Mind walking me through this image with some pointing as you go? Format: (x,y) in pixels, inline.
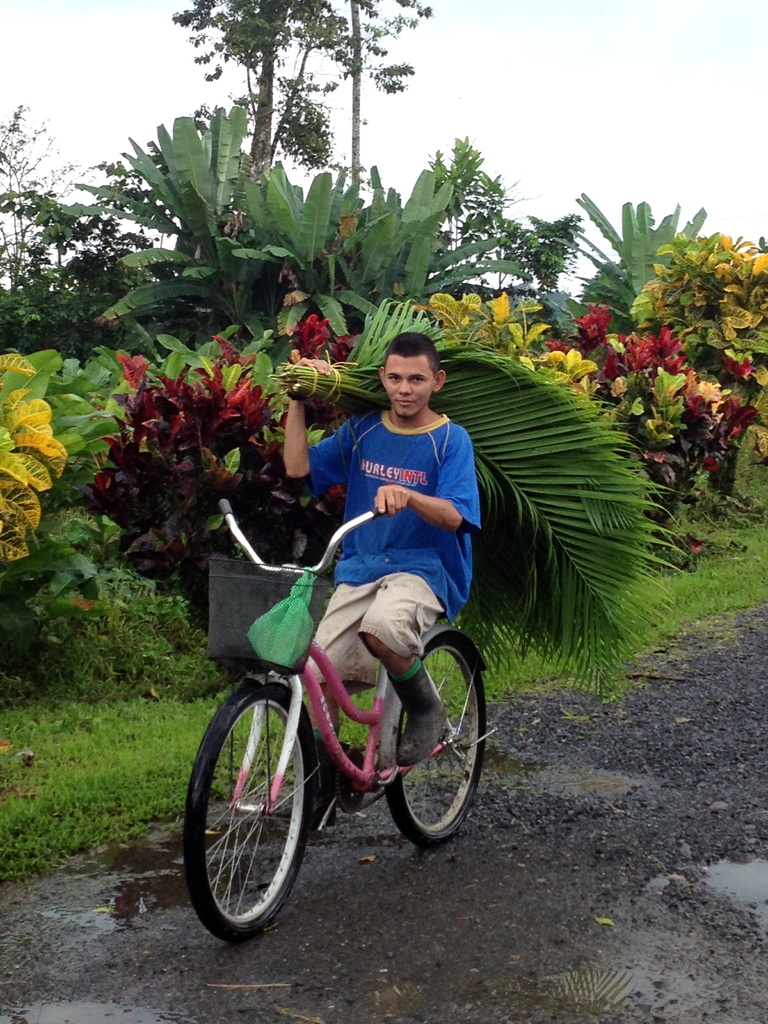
In this picture there is a boy (477,521) who is wearing a blue t-shirt (384,438), riding the bicycle (213,648) by holding the leaves (377,347) of the date plant (554,390) in his right hand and there is a green small bag (307,575) in the basket (252,619) of the bicycle (252,619) and the color of the cycle (338,754) is pink and there are some trees (185,333) where the boy (388,625) is standing with the bicycle (262,591).
